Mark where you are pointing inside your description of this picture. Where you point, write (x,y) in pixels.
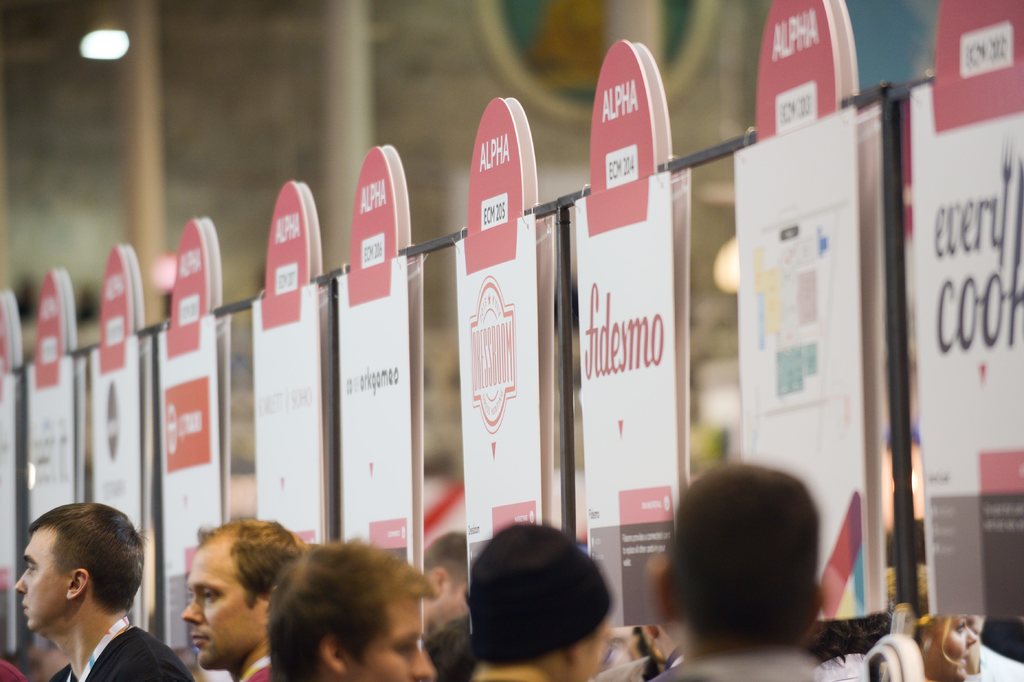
In this picture we can see people's faces (62,608) over here. And the banners (533,290) are hanging from the pole (889,239).
